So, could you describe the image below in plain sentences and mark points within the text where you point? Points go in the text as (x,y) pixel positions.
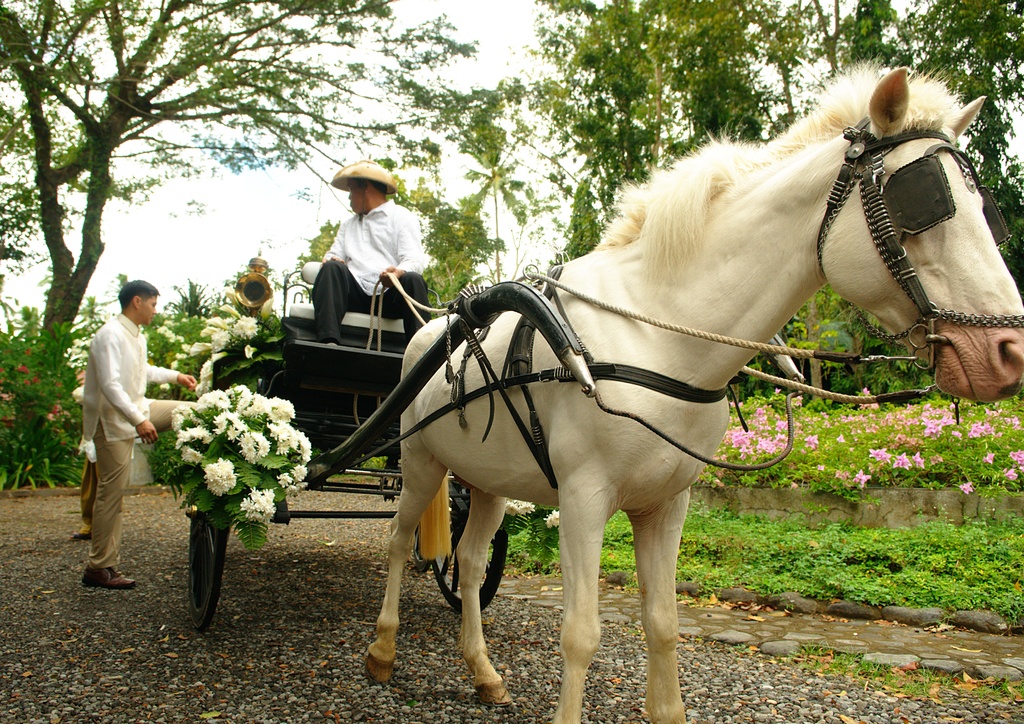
Here we can see horse (615,233) and a cart (438,347) present behind it, we can see flower bouquet (252,435), we can see two people (341,275) present, one of them is sitting on the cart (353,317), wearing hat (374,162) and one of them is standing, behind them we can see trees (599,64) flowers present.
